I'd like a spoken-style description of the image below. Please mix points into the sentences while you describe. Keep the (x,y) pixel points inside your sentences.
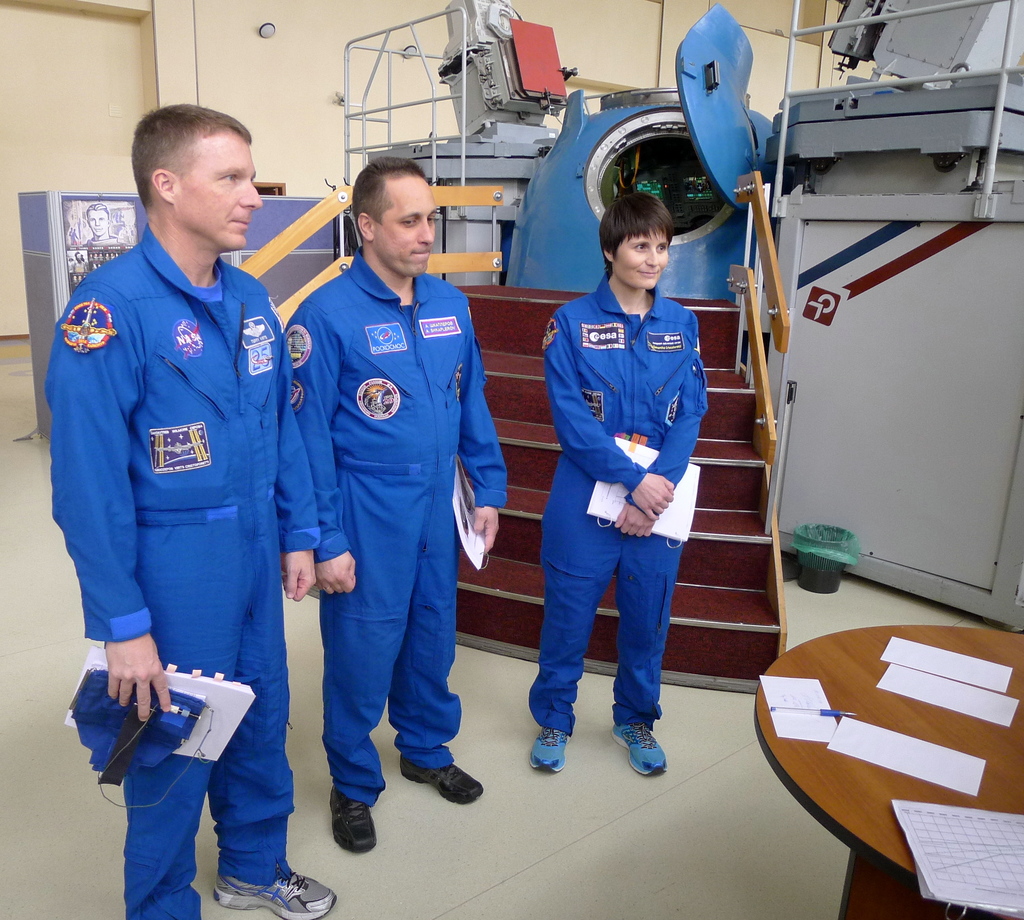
In this image we can see people (454,485) holding objects (131,743) in their hands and we can also see stairs (525,629), wooden table (1023,806), papers (1016,863) and some other objects (346,110).
